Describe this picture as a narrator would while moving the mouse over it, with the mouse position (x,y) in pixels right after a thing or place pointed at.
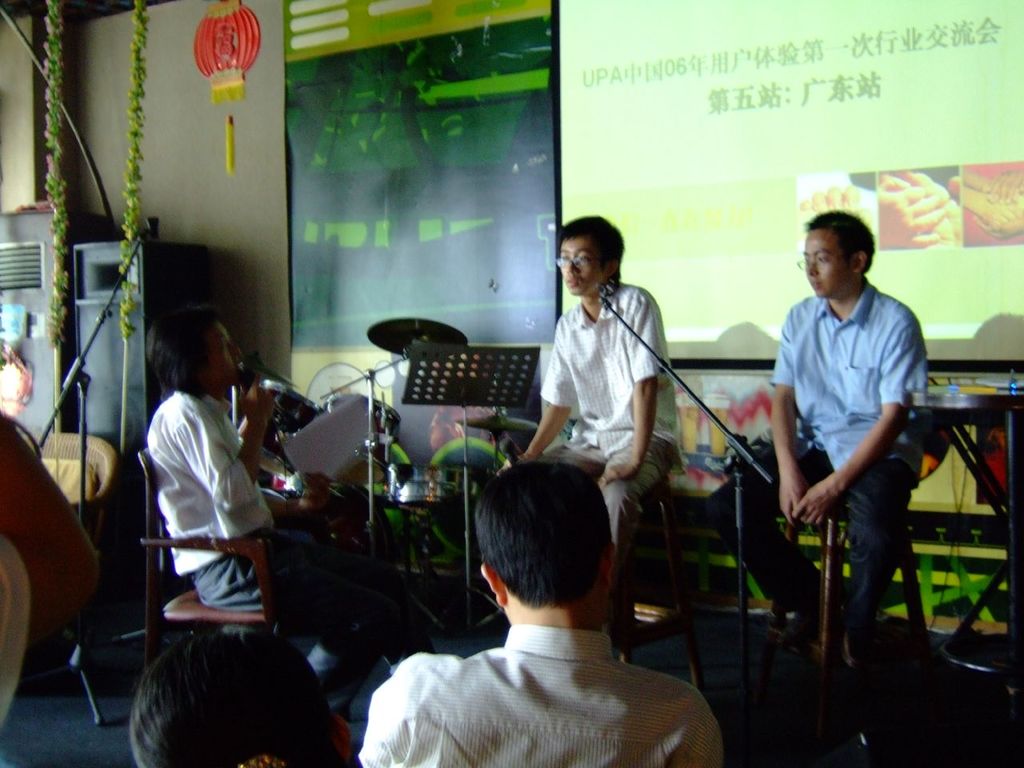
In this image in front (537,528) there are two persons (578,562). In front of them there are people (318,479) sitting on the chairs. Beside them there are few musical instruments (519,424). Behind them there is a screen (707,115). On the left side of the image (93,454) there are few objects (122,241).
